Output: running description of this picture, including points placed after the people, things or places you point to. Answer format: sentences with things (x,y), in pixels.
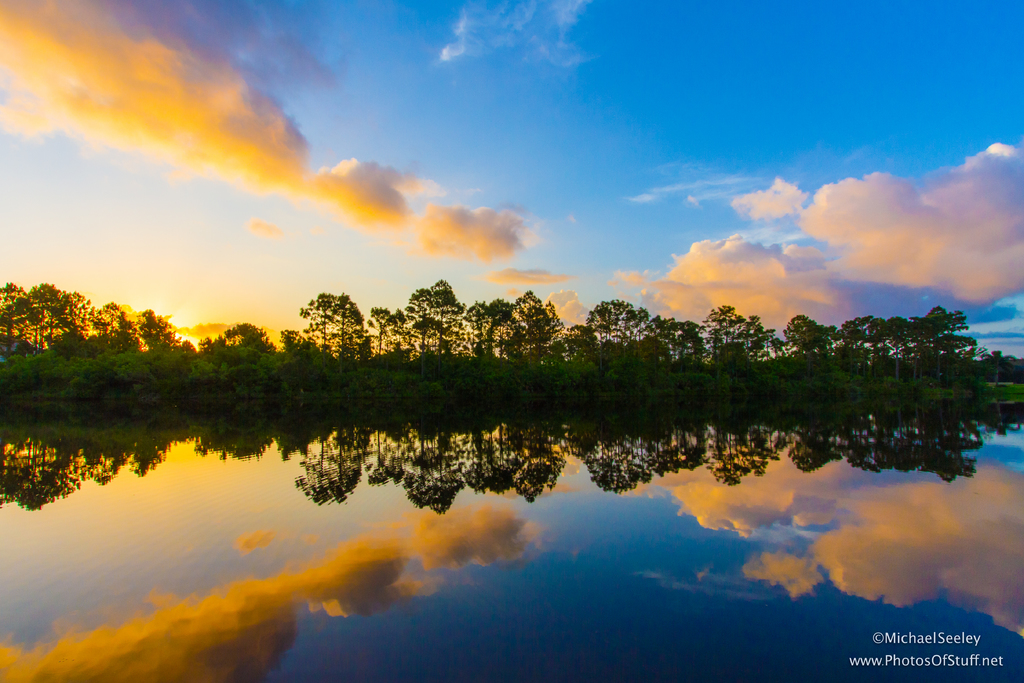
In this image, we can see trees (625,377). At the bottom (589,587), there is water (705,604) and we can see some text (880,635). At the top (221,173), there is sunlight (191,279) and there are clouds (765,253) in the sky (667,190).
